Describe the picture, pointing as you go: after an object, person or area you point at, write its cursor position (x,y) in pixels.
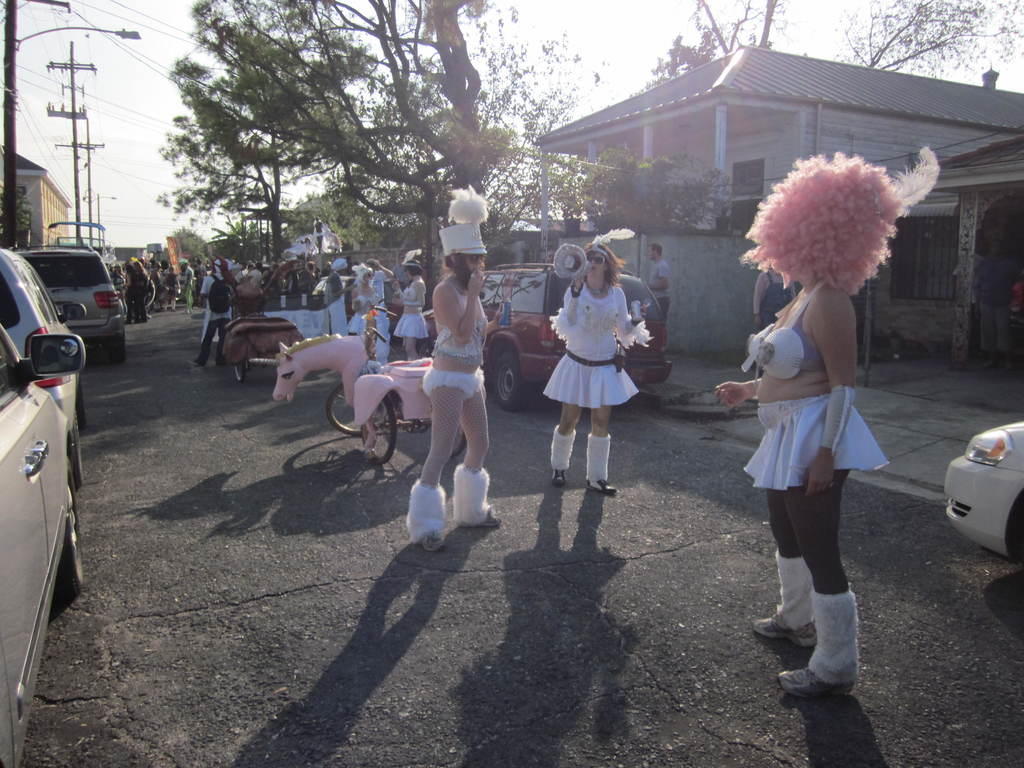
In this image, we can see the people (552,433), road (498,472) and vehicles (21,590). Few people (474,487) are wearing costumes (459,492). In the background (375,177), we can see houses (981,222), trees (441,219), street lights (99,218), poles (84,190), vehicles (533,295), walls (64,225), plants (587,175), pillars (963,223) and the sky (629,64).
